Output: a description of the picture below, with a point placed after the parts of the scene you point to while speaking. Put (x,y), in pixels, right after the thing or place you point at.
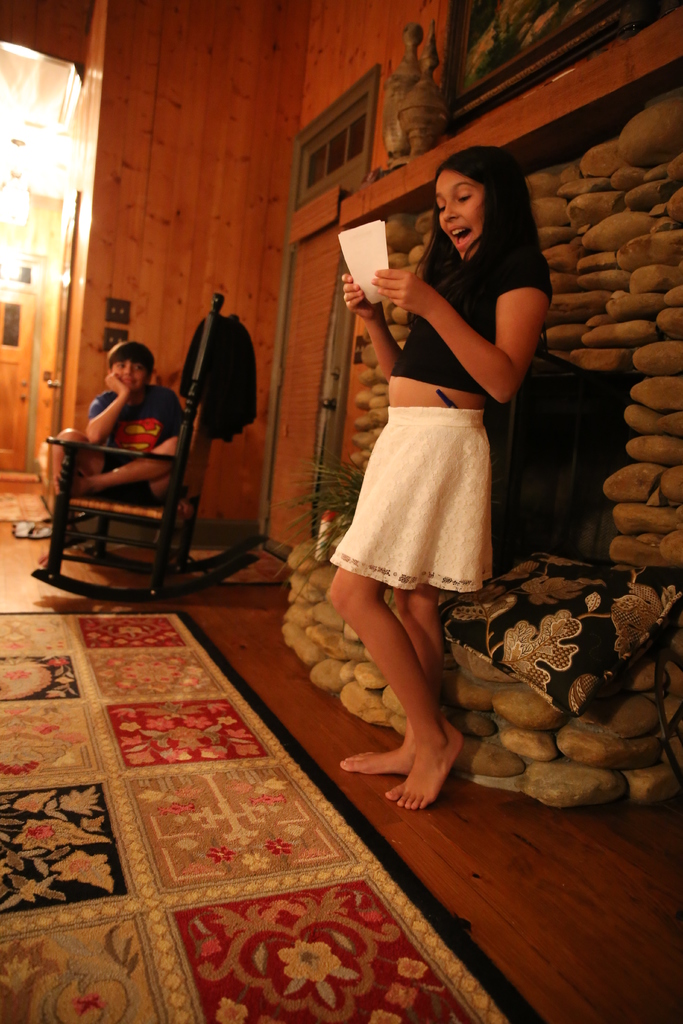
In the picture I can see a woman (424,332) wearing black and white color dress (438,438) standing near the wall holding some paper (385,256) in her hands (400,289) and in the background of the picture (108,428) there is a kid (162,426) wearing blue color dress (154,430) sitting on a chair (108,542) and there is a wall (589,157).
